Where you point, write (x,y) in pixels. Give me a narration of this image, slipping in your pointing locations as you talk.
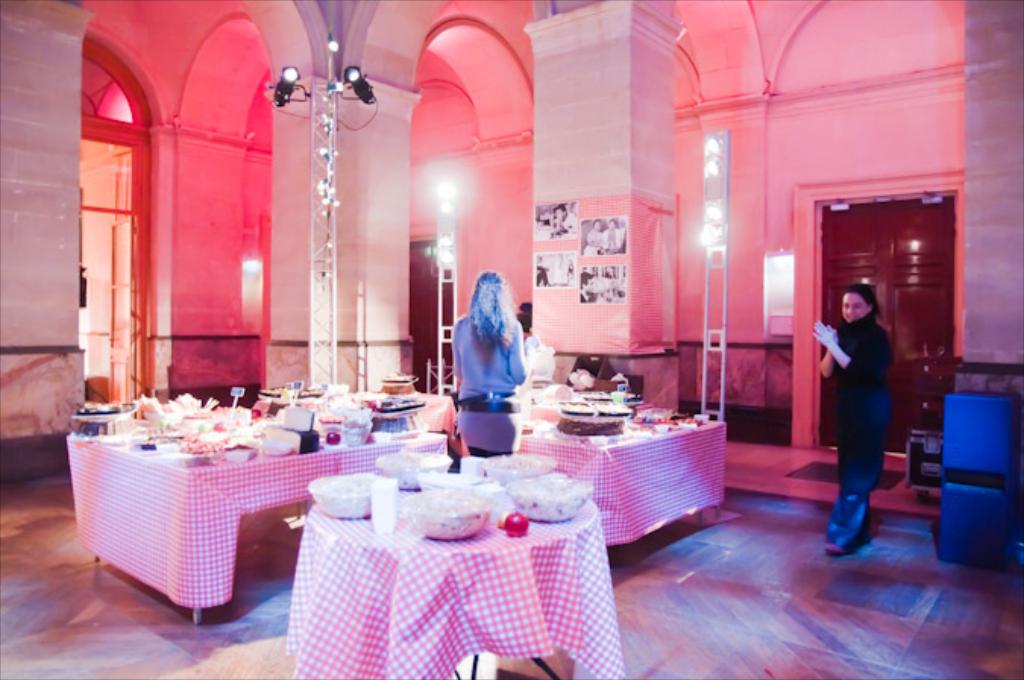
In this picture we can see two people (855,408) standing on the floor (804,553), here we can see tables (712,462), bowls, food items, poles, lights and some objects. In the background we can see pillars (995,11), posters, wall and door (892,323).
